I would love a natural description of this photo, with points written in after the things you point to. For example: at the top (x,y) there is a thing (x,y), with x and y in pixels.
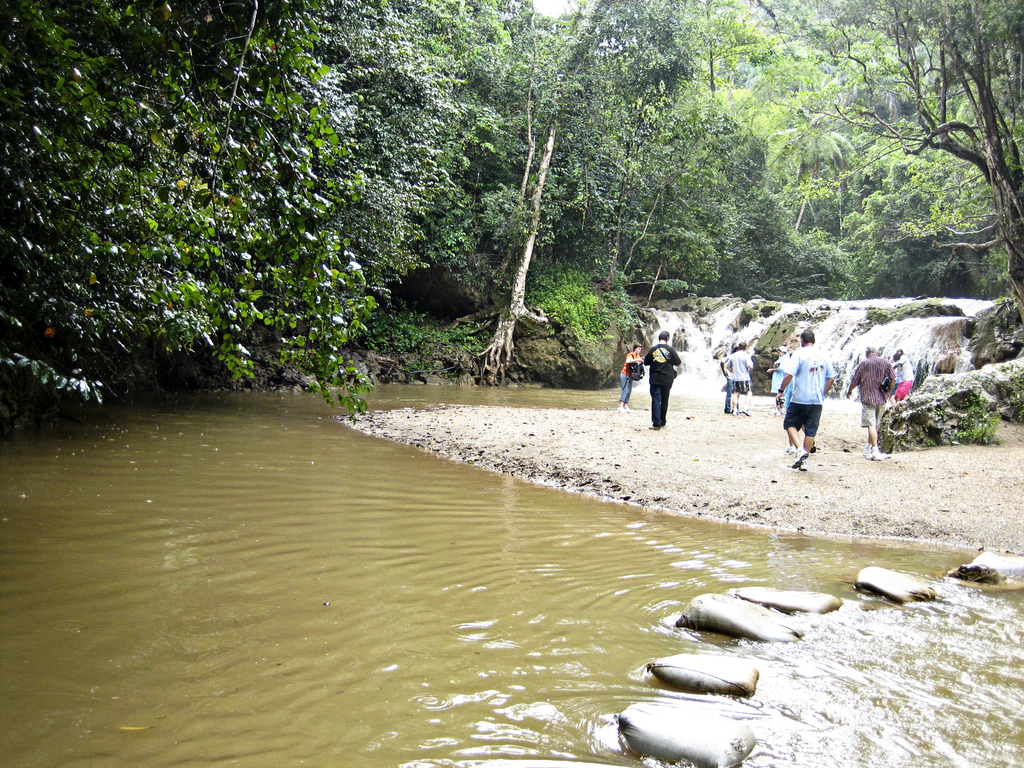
This image is taken outdoors. At the bottom of the image (262,537) there is a lake (271,600) with water (378,395) and stones (709,677). In the background (1000,57) there are many trees (531,312) and plants (586,330). In the middle of the image (668,391) a few people (742,393) are standing on the ground (730,416) and a few are walking. There are a few rocks (915,380).
